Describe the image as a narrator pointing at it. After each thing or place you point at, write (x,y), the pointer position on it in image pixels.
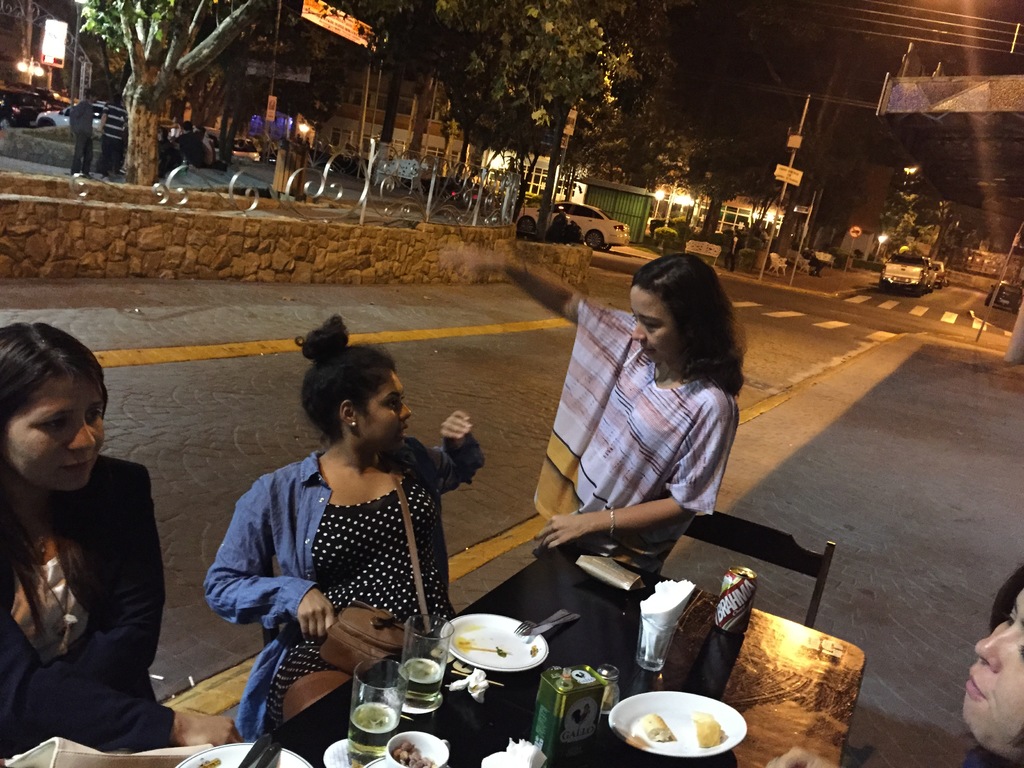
There are three women (326,492) near a table (587,646) on the side of the road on which some glasses (383,689), plates (533,661) were placed. In the background (931,266), there is a road (208,390) and some vehicles (914,266) were running. We can observe some trees (559,79) and sky (743,65) here.
